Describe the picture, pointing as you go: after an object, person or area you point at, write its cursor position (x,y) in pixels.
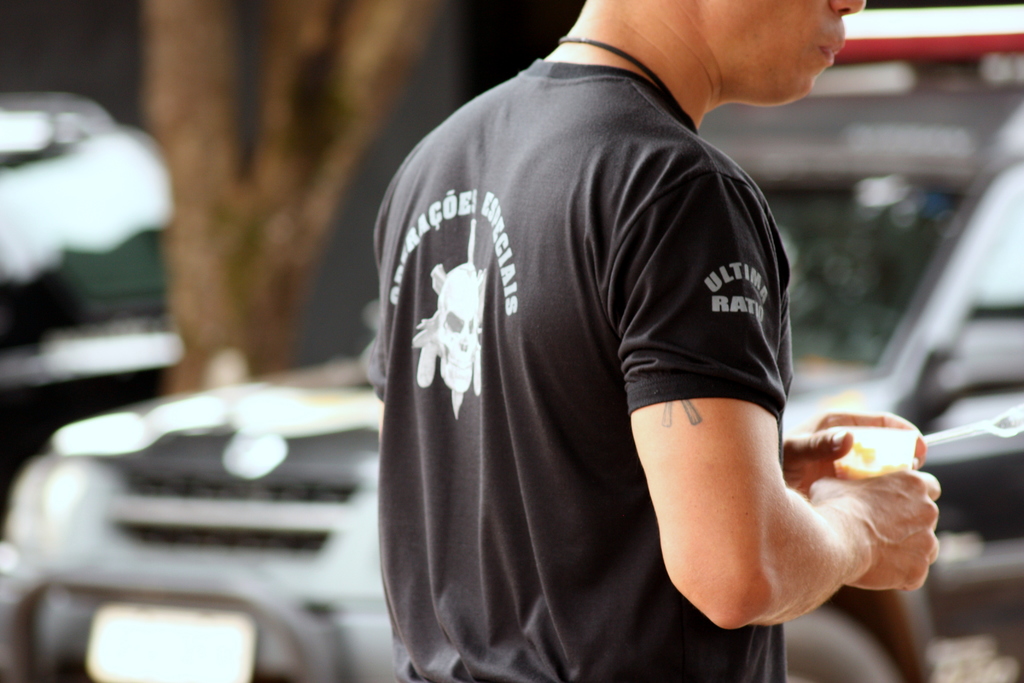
In this image we can see a person (570,355) wearing black color T-shirt (465,306) is having a logo (505,314) on it and he is holding a glass (877,464) in his hands (875,416). The background of the image is blurred, where we can see a car (197,483).
